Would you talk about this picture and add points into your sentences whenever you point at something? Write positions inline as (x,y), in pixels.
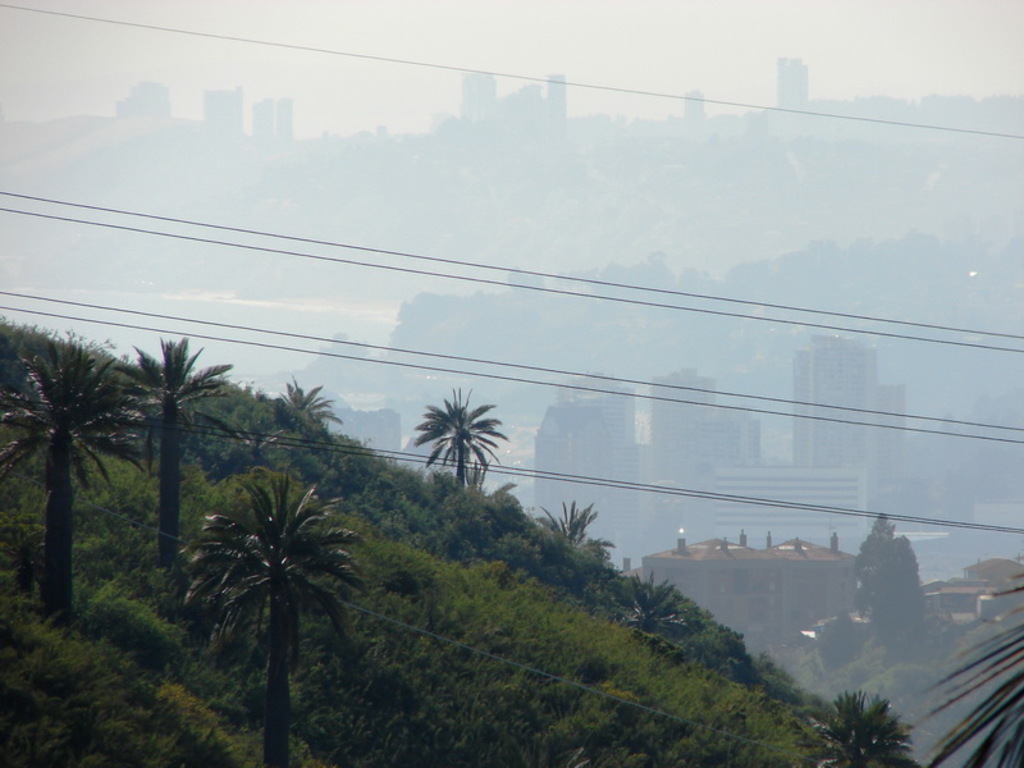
In this image there is a hill (328,643). There are trees (412,472) and plants (380,646) on the hill (432,722). In the background (773,513) there are buildings (579,444). At the top (431,51) there is the sky (413,36). There are cable wires (344,51) in the air.
